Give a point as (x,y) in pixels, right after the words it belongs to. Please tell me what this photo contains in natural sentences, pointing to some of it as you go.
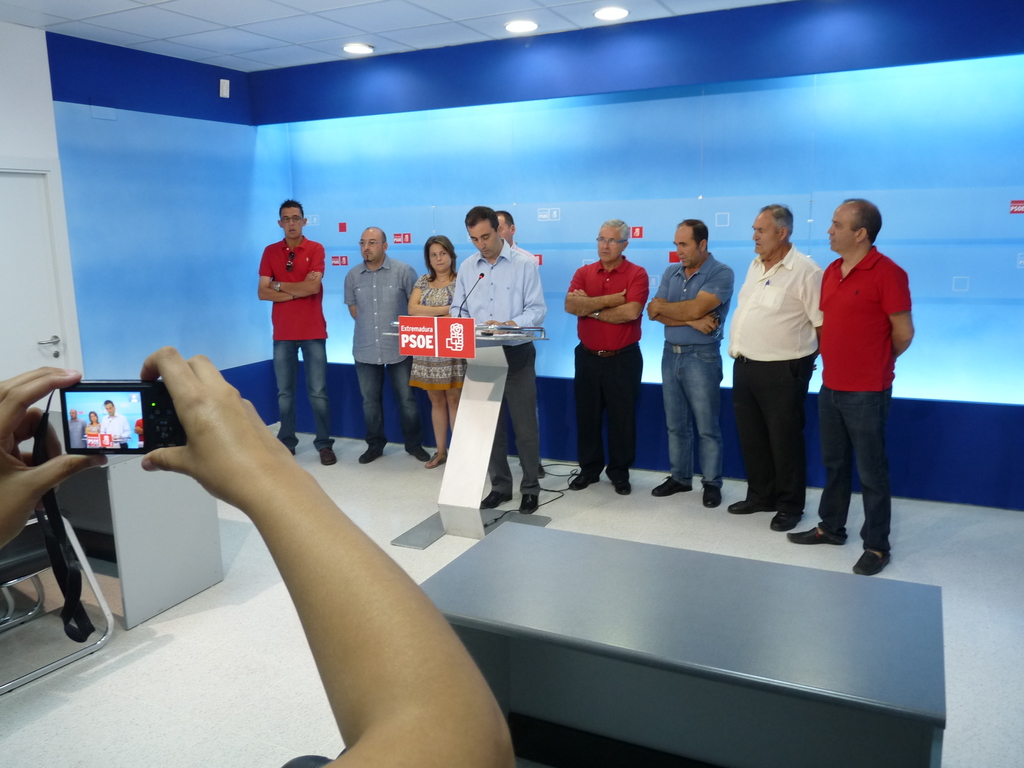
Group of people (681,228) standing, in front of this man (469,262) we can see board (426,340) on podium (499,336) and microphone (471,296). Here we can see camera (117,399) hold with hands (208,406). Background (962,154) we can see wall (621,66), screen (659,153) and lights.
